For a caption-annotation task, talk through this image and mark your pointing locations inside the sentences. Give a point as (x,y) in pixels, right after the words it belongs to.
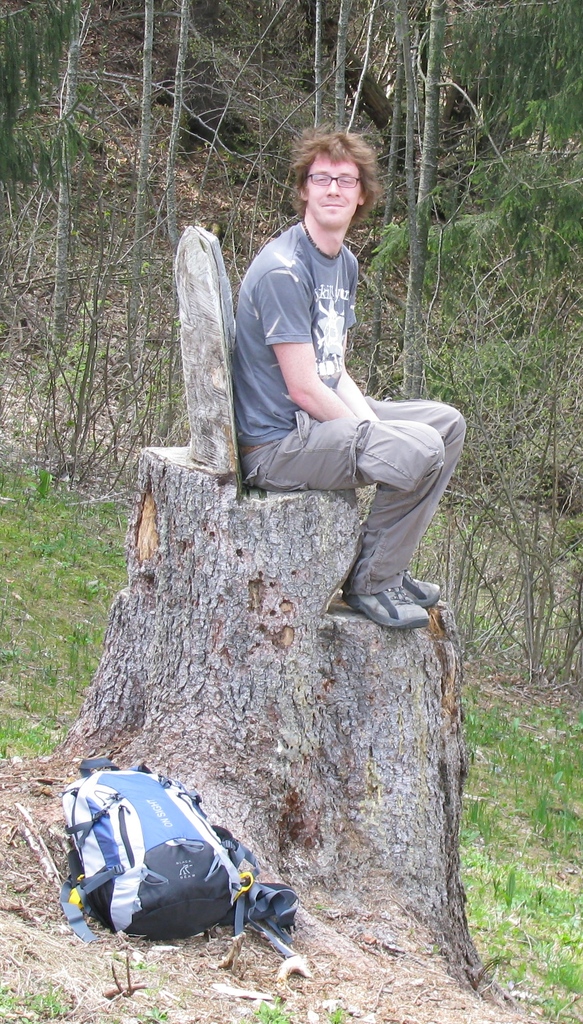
This picture is clicked outside. In the foreground (188,876) we can see a bag (130,912) is placed on the ground (319,980). In the center (286,377) we can see a person (316,258) wearing t-shirt (312,296) and sitting on a wooden object (344,722). In the background (495,835) we can see the green grass (555,785), dry stems (305,128) and some plants (539,168).
